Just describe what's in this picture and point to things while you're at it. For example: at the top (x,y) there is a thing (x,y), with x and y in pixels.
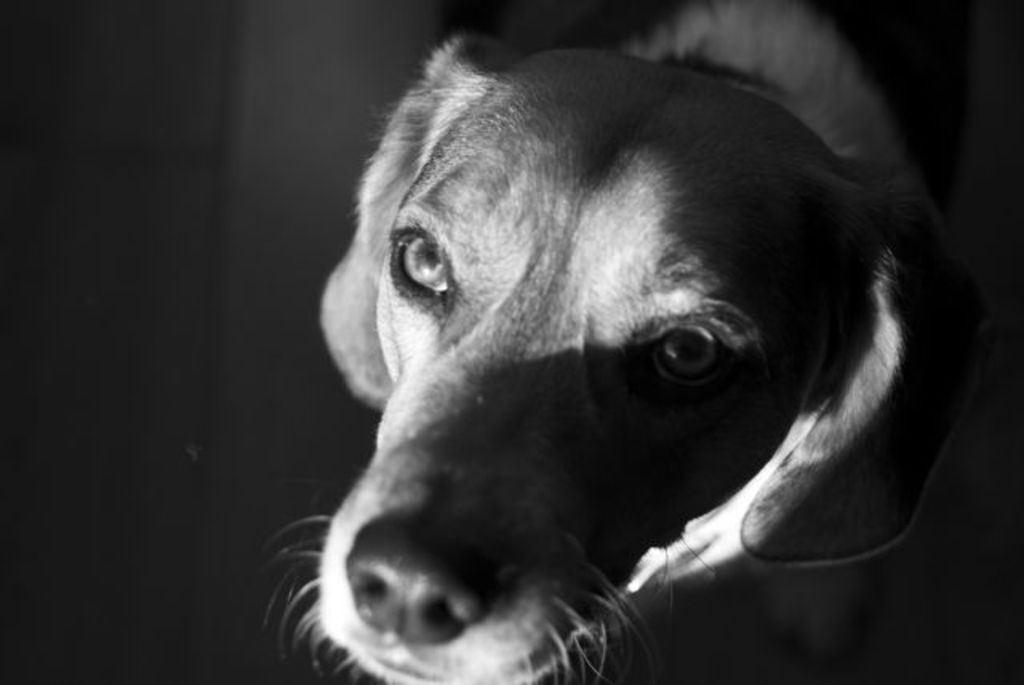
In this image I can see a dog (638,228) and the image is in black and white.
